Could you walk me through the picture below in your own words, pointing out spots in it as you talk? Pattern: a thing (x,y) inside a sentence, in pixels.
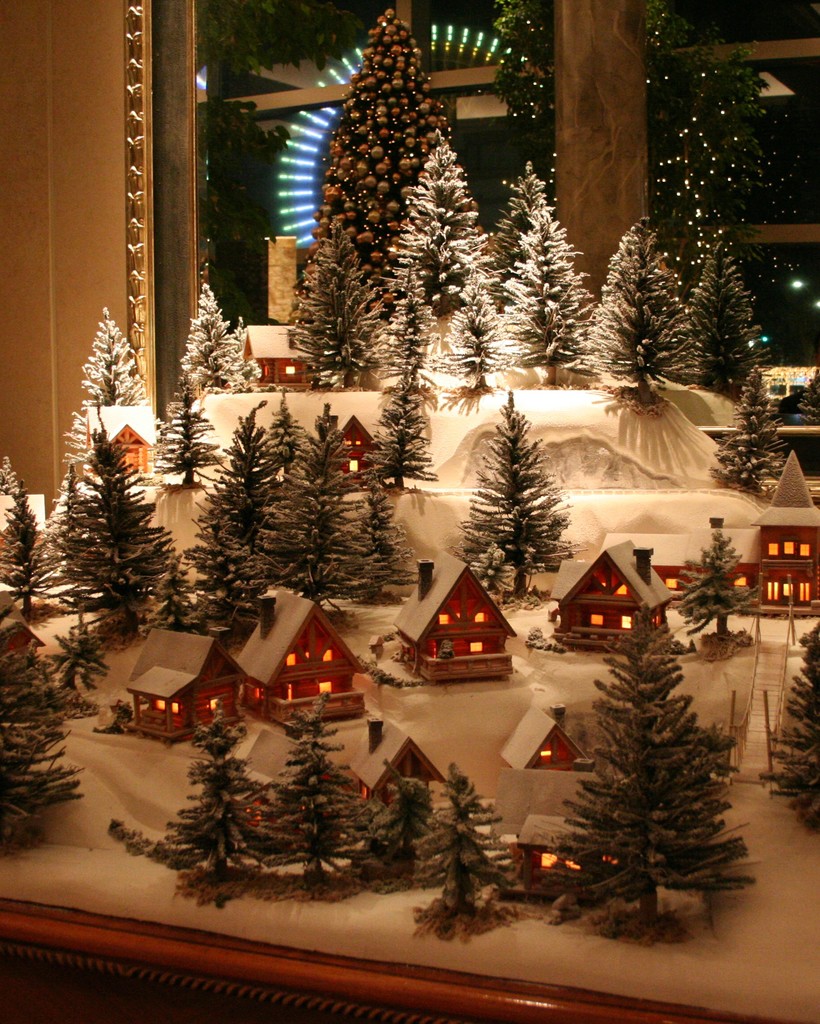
In this picture, we see the stepped table (513,615) which is covered with the white sheet (442,718). On the table (455,743), we see the Christmas trees (369,337) and huts (568,642). In the background (566,76), we see a pillar (594,110) and trees (659,142). On the right side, we see the glass windows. On the left side (68,153), we see a white wall (78,247).
